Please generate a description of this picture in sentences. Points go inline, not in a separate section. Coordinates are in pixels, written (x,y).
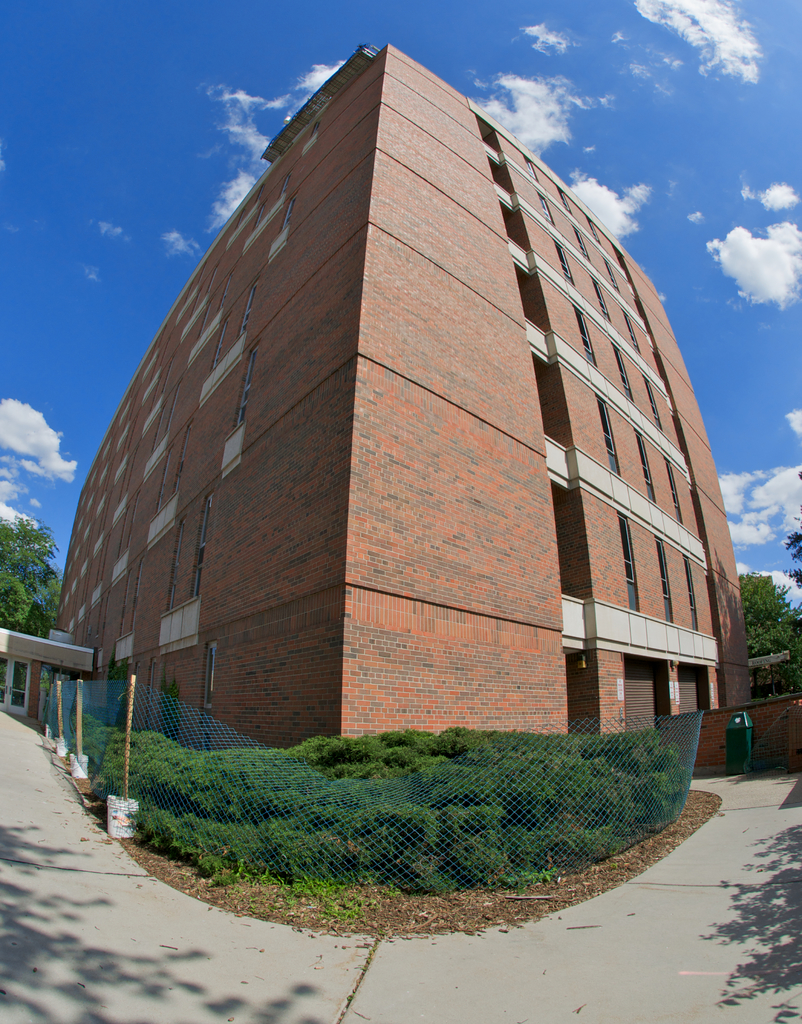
In this picture we can see a building (468,587), trees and we can see sky (123,169) in the background (24,277).
